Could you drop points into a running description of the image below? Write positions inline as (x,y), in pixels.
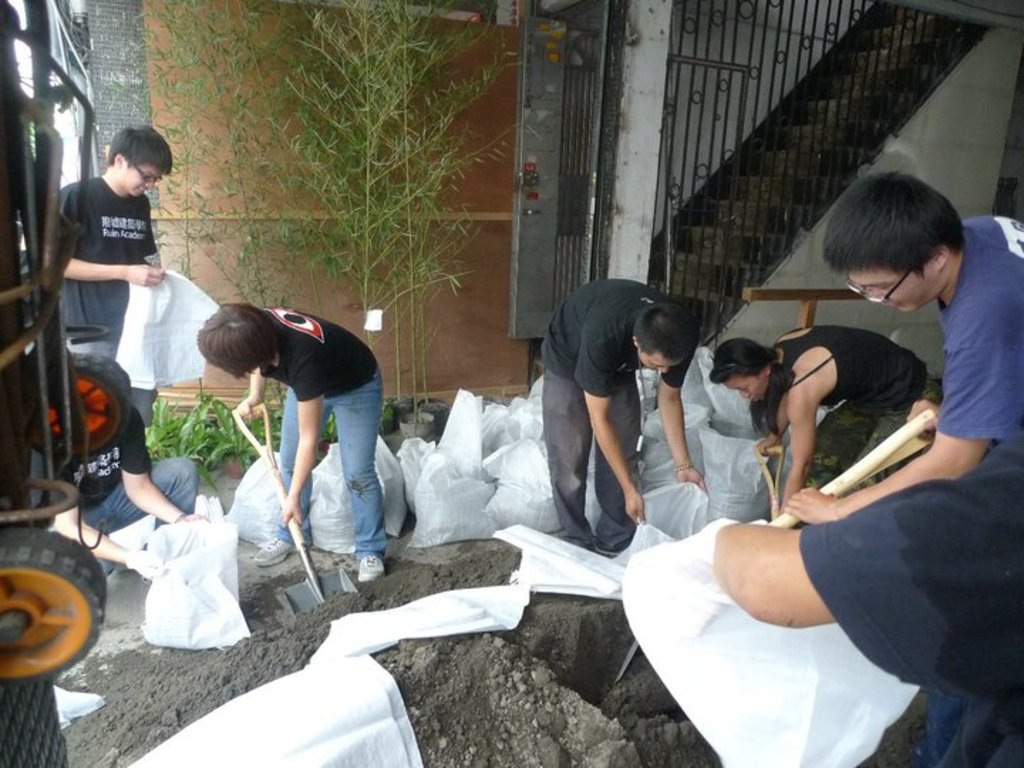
In this picture there are few persons (153,472) holding some objects (700,552) in their hands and there are few white objects (467,459), trees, fence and a staircase (758,190) in the background (439,273).
